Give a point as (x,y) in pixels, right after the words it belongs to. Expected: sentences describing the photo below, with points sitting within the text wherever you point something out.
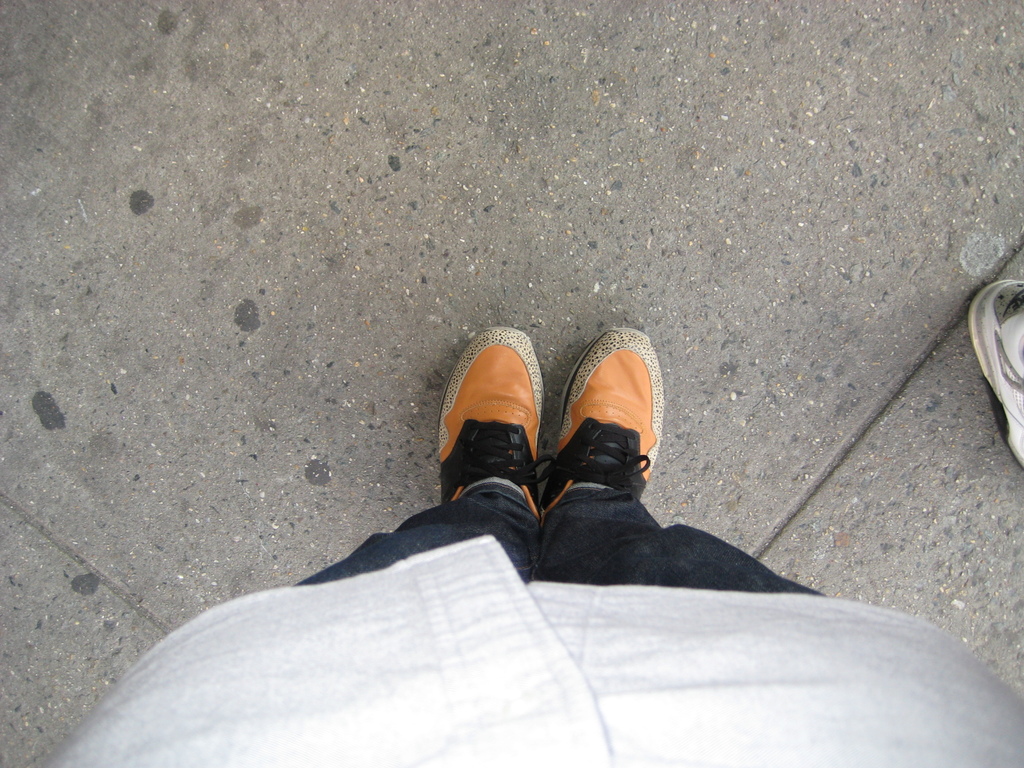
In the center of the image (506,401) we can see a person (483,496) is standing and wearing shoes (643,366) with laces (492,472). On the right side of the image (1017,399) we can see a shoe (991,377). In the background of the image (980,378) we can see the floor (987,579).
